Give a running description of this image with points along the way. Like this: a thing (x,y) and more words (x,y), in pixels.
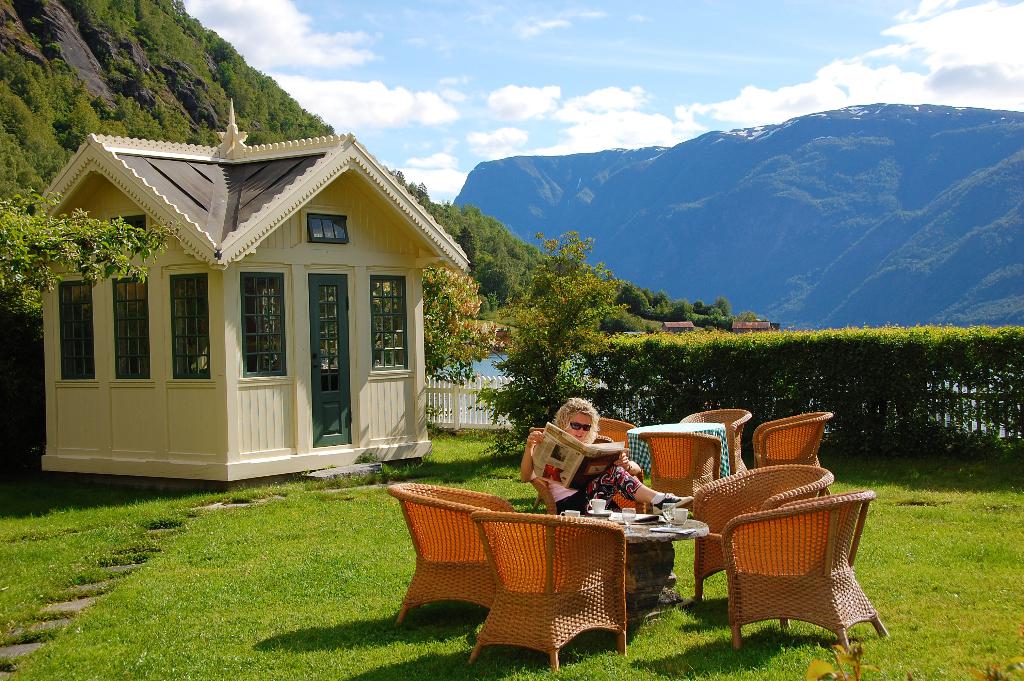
In this image in the front (597,654) there's grass (282,646) on the ground (694,615). In the center (644,443) there are empty chairs (754,488) and there is a person (566,499) sitting on the chair (539,499) and reading a newspaper (581,460) and in the front of the person (614,493) there is a table (651,536) and on the table (656,536), there is a cup (602,514) and there is a paper (648,520). In the background (648,379) there are plants (428,349), there is a house (242,288) and there are trees (531,254) and there are mountains (683,162) and the sky (743,81) is cloudy.
